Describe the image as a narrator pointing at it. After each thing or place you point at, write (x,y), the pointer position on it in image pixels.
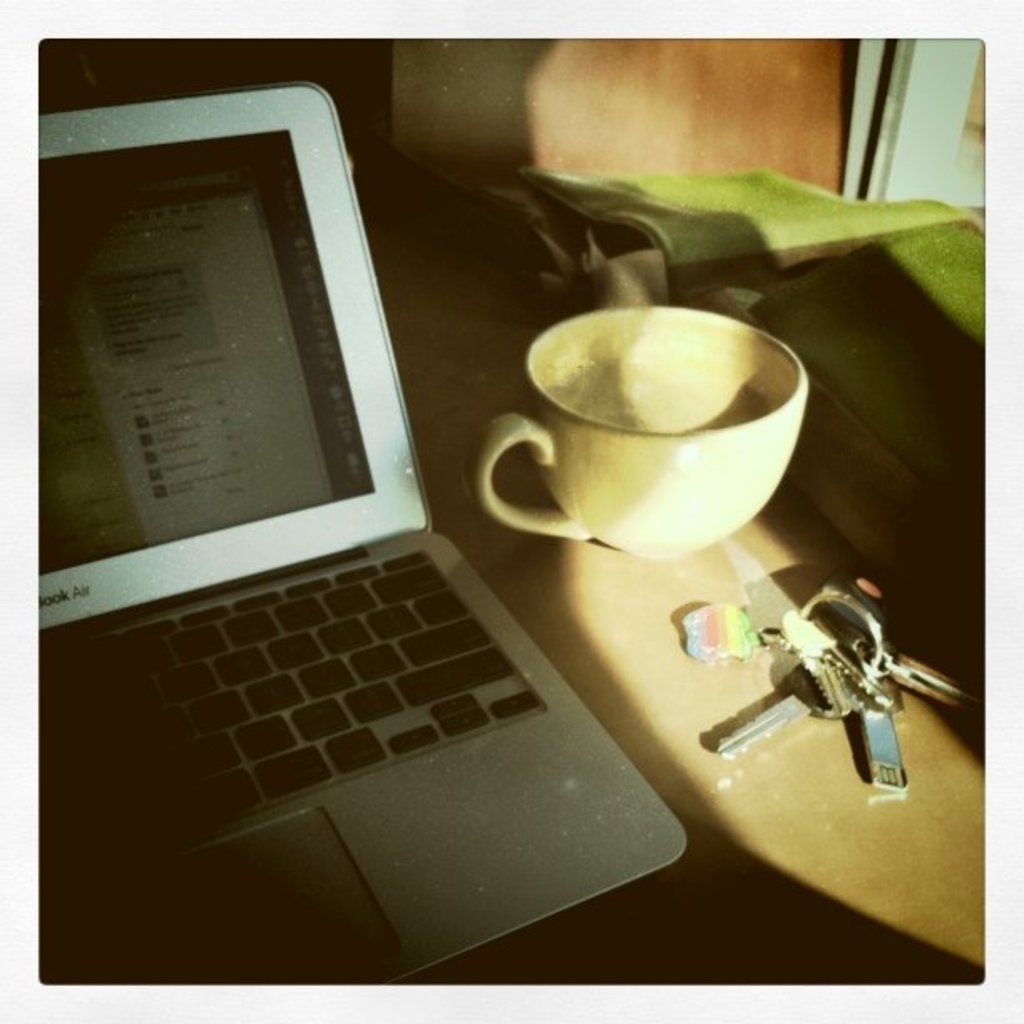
In this image I can see a cup (621,531), keys (825,693) and a laptop (204,534) on the table (615,599).
